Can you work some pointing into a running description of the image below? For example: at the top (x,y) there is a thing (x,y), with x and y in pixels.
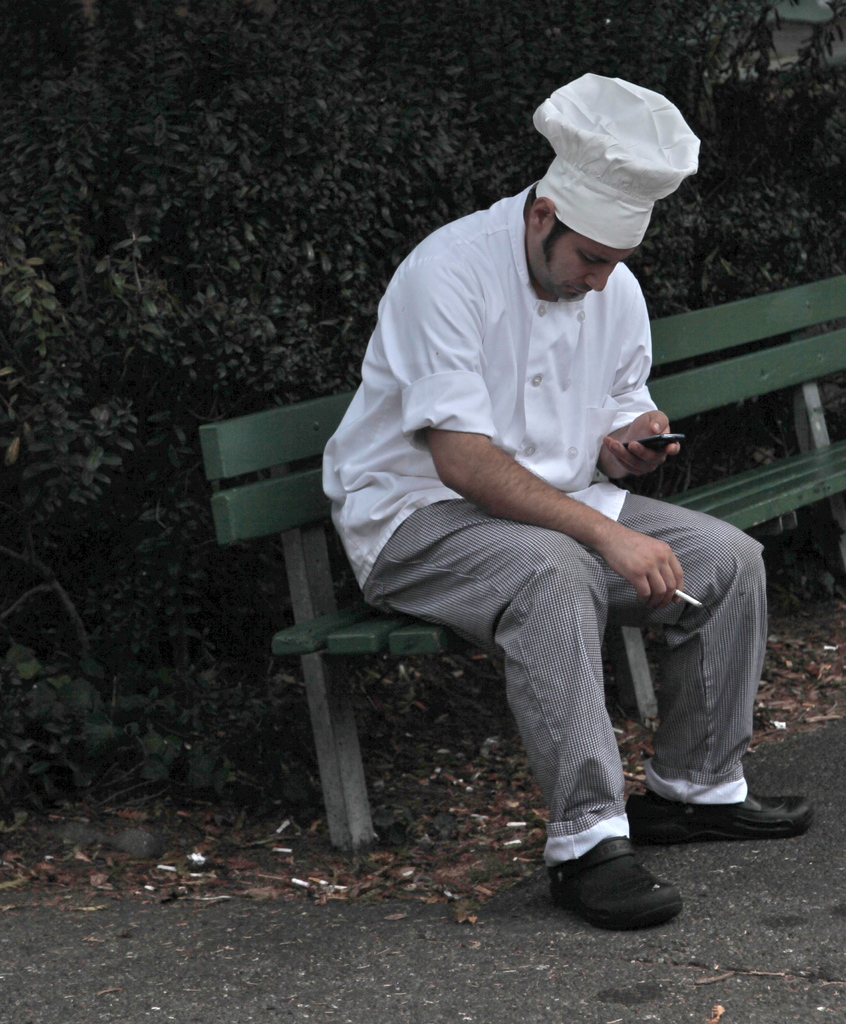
The image is taken on the road (423,933). In the center of the image (436,589) there is a man (534,649) sitting on a bench (363,631). He is holding a mobile (682,433) in his hand (669,447). In the background (166,211) there is a tree (302,194).
